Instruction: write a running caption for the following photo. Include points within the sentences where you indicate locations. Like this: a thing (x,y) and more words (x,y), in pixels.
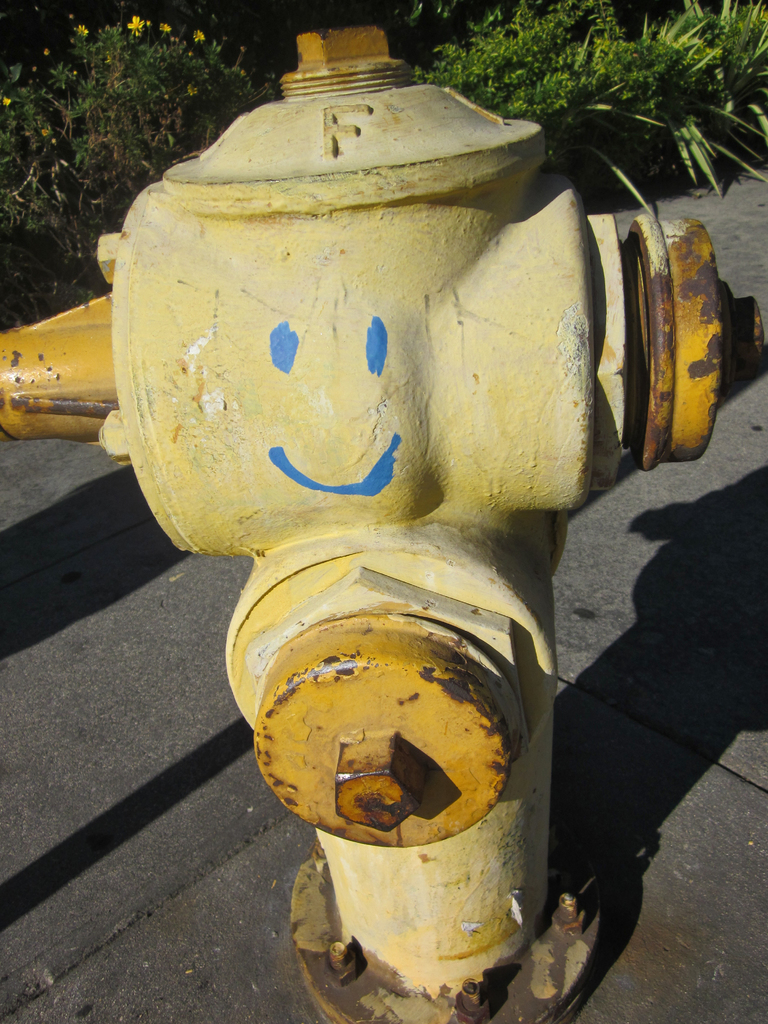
In this image we can see a fire hydrant (256,409) on the road (71,719) and in the background (623,135) there are few trees (595,77) and flowers (142,22).
